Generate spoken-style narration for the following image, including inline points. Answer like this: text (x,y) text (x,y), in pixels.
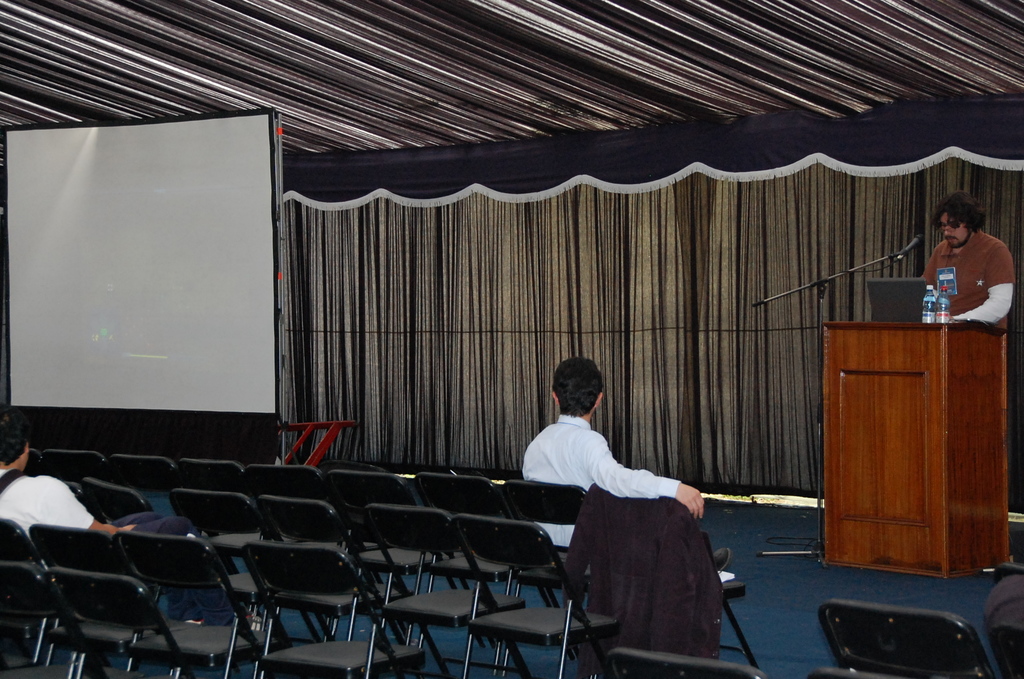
In this image we can see two persons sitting on the chairs (519,501). We can also see the empty chairs (500,496) on the carpet (788,634). There is also a man (977,246) standing in front of the podium (952,361), mic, laptop (902,287) and also water bottles (943,307). We can also see the display screen (245,220) and curtain (641,274). At the top (532,41) there is roof (481,85) for shelter.
